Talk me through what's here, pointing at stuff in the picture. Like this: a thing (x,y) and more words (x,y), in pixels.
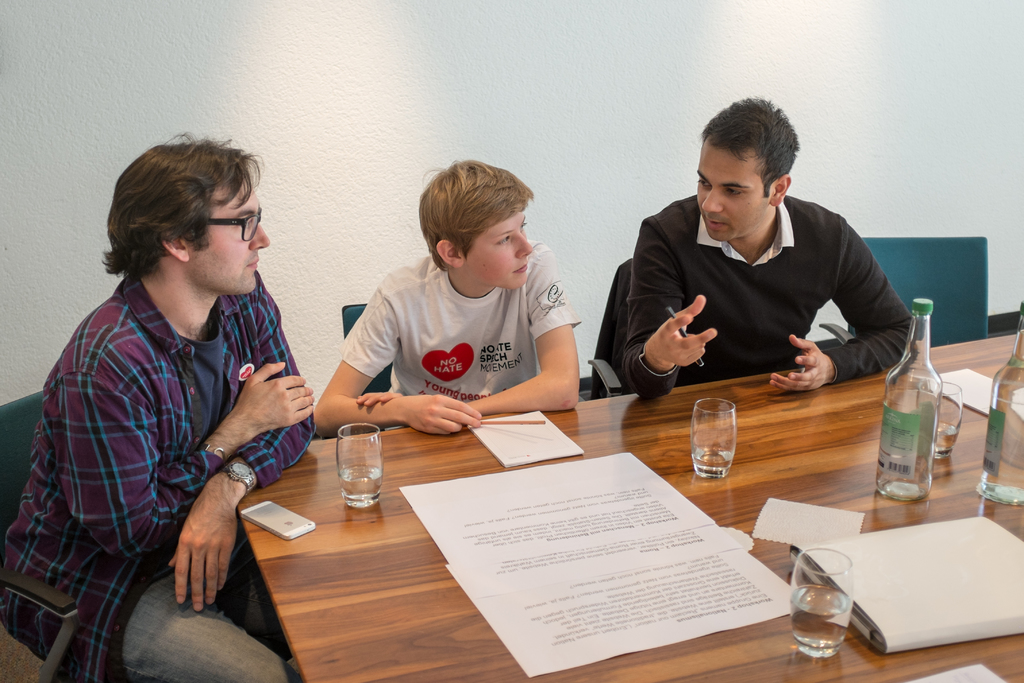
We can see three persons (755,272) sitting on chairs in front of a table (981,422) and talking and on the table (421,530) we can see papers (571,481), mobile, water glasses (847,585), bottles (890,465). This is a wall (550,52) painted with white colour.
